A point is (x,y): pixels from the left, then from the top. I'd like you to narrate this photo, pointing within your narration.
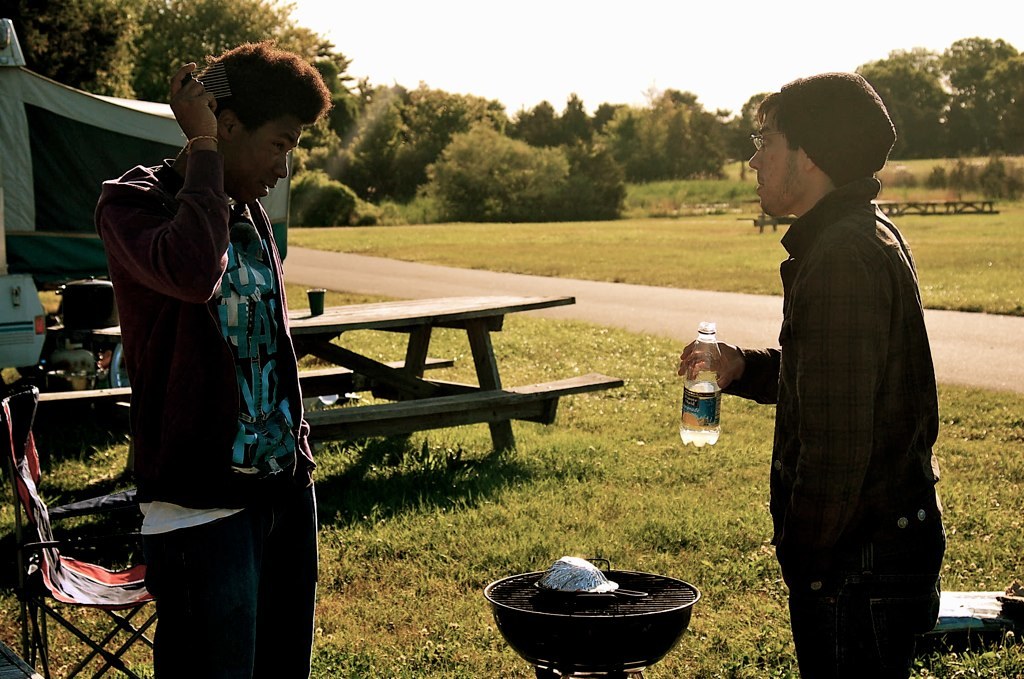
This is a image of out side of the city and there are the two persons (310,486) standing on the grass (393,545) and left side (51,557) there is a chair (32,582) and on the middle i can see a pan (564,612) a person (719,365) on the right side (712,370) holding a bottle (702,434) on his hand (735,358) and on the back ground (555,145) i can see a trees (700,127) and there is a sky (480,54) visible, on the middle (381,415) i can see a table (361,411), on the table (381,415) i can see a glass (322,304) and there is a road (600,299).
